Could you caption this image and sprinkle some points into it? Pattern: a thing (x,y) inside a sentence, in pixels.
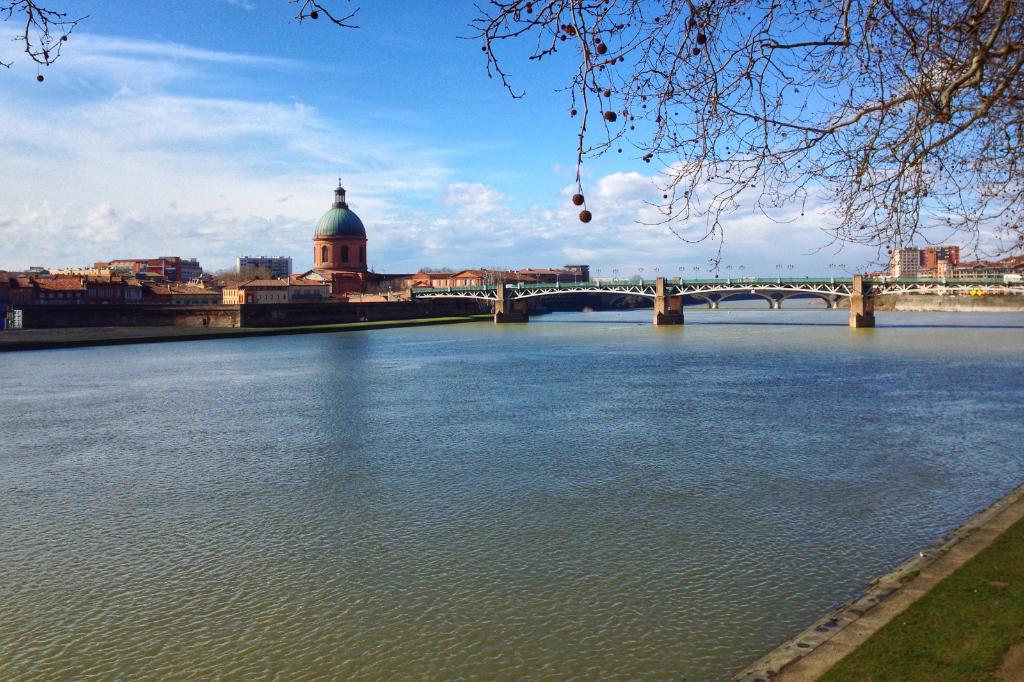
In this picture there is water (487,453) in the center of the image (664,438) and there are buildings (110,270), poles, and a bridge (858,304) in the background area of the image (530,278), there is a tree (915,156) in the top right side of the image (845,113).
